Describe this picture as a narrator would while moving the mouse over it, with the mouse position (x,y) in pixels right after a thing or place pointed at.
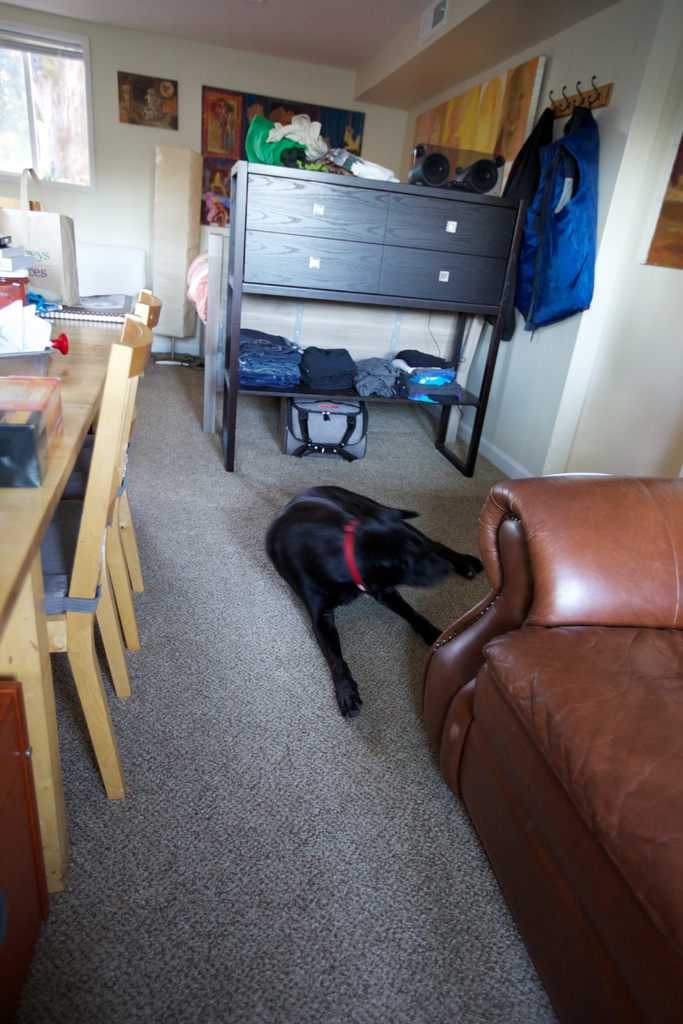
In the center (328,651) we can see the dog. On the left (46,605) we can see table (31,511) and chairs (40,555), on table (9,614) we can see some objects (42,254). On the right (594,641) we can see couch (522,613). Coming to background (403,144) we can see locker table (290,242), hanger (594,103), cloth (574,270), wall (124,176), window (12,110) and frame (211,168) and few more objects (328,316).
